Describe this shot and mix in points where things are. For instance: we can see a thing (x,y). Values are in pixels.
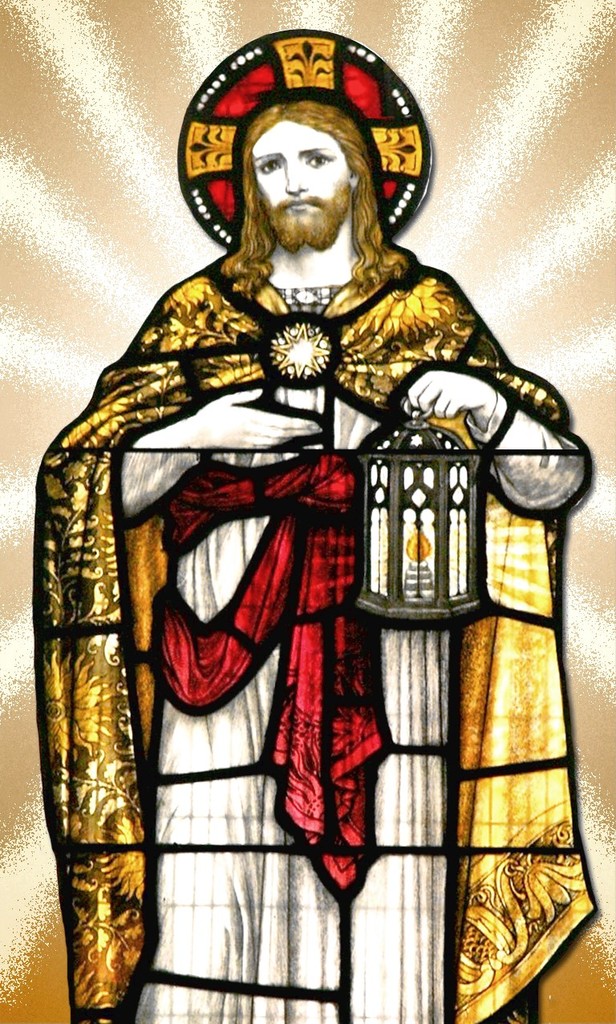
This image contains a stained glass window (293,521). In this image, we can see a person (397,417) is in standing position and the person (312,860) is holding a lantern (415,583) in one hand (423,383) and nothing in other hand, he is also wearing a halo (378,191). In the background (128,27), we can see cream color and white color.
